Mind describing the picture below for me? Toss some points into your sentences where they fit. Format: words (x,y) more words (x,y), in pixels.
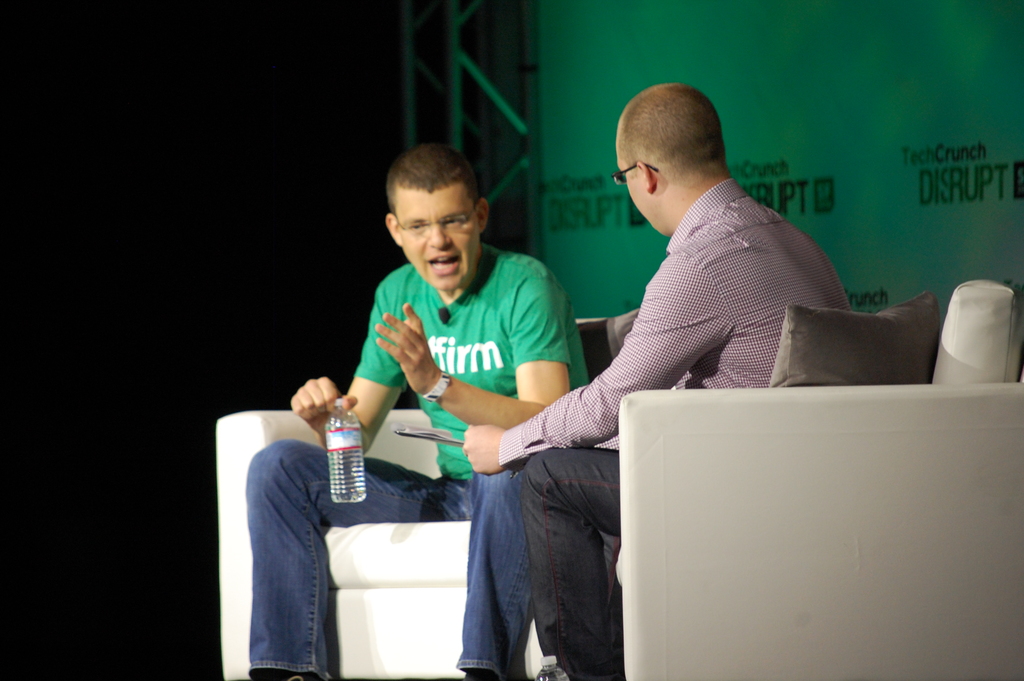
In this image i can see two men (650,332) sitting on a couch (718,421) a man (471,371) at left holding bottle (349,467) and talking at the back ground (558,134) i can see a board (656,34) and a railing (453,72).
